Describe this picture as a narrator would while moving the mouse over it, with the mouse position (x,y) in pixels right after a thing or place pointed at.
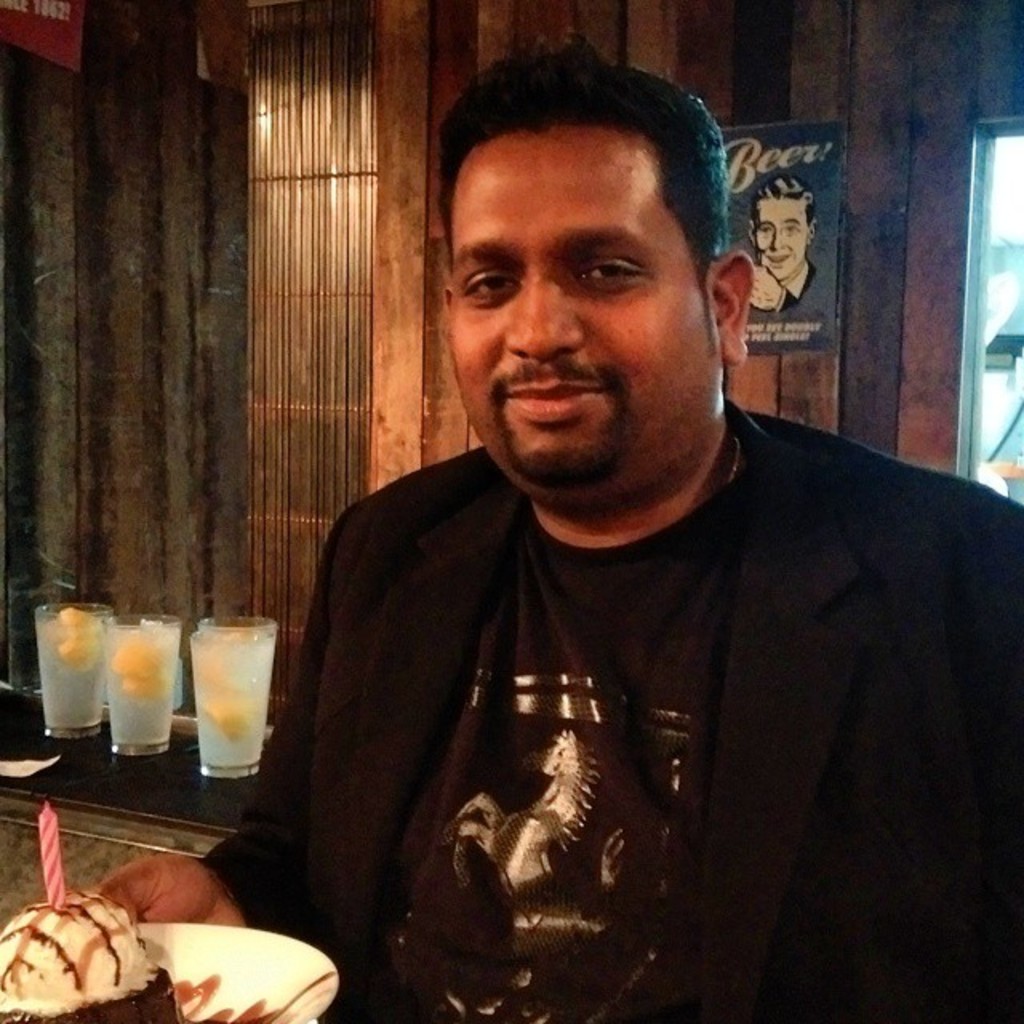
In this image there is a man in the middle (575,623) who is holding the plate (202,954). On the plate (258,947) there is a cake (56,945). On the cake (51,927) there is a candle (51,873). Beside him there is a desk (163,786) on which there are three glasses (155,716). In the background (277,356) there is a wall (252,252) on which there is a poster (802,207).
